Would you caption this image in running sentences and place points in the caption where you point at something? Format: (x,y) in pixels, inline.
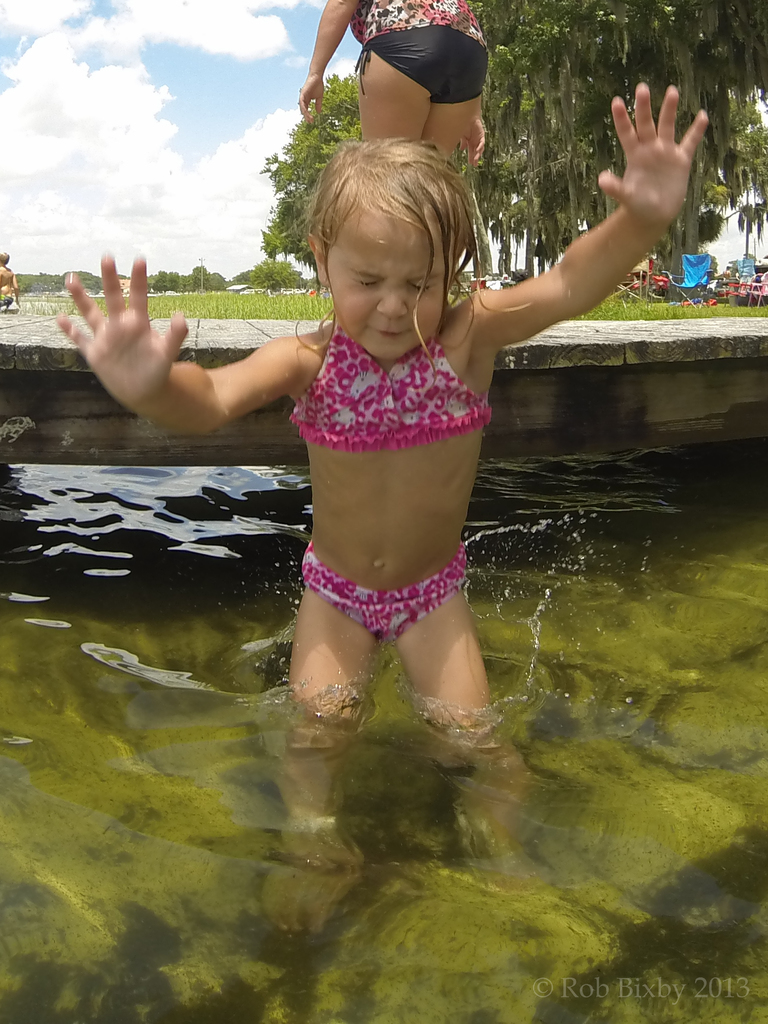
In the foreground of this image (119,319), there is a girl (432,440) in the water (425,708). Behind her, there is a dock (646,355), a woman (428,64) standing, grass (296,310), trees (596,88), few objects (653,263) and the sky (157,88). On the left (12,306), it seems like there is a person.
